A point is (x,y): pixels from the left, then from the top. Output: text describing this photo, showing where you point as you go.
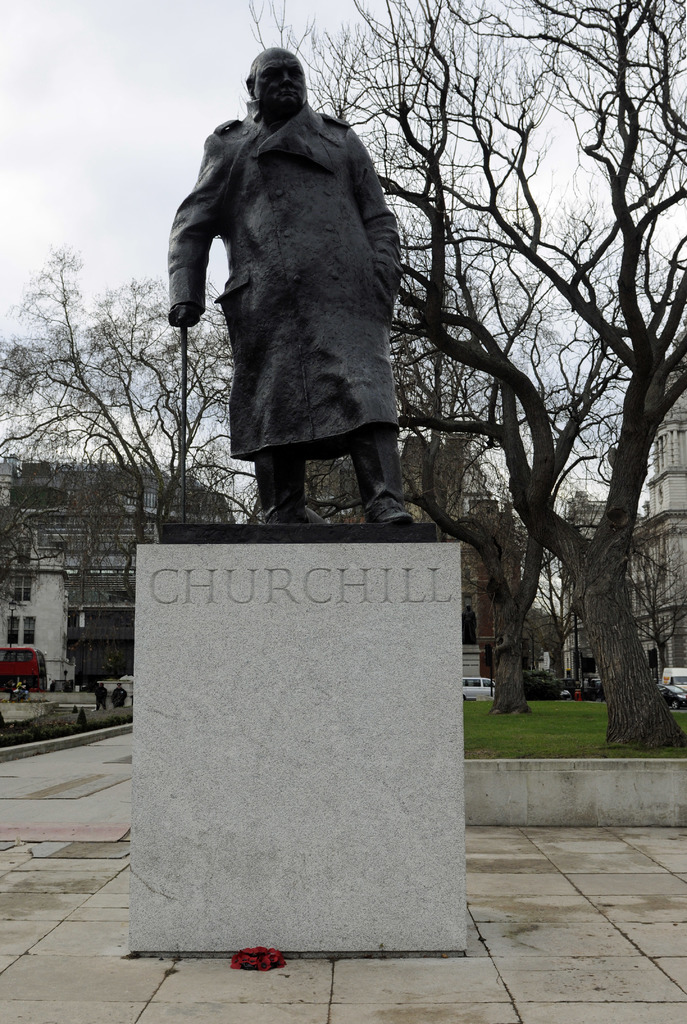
In this picture we can see a statue (362,438) here, in the background (563,555) there are some trees (508,707), we can see grass (507,719) here, we can also see some buildings (33,552) in the background (644,570), there is the sky (123,152) at the top of the picture (131,58).
